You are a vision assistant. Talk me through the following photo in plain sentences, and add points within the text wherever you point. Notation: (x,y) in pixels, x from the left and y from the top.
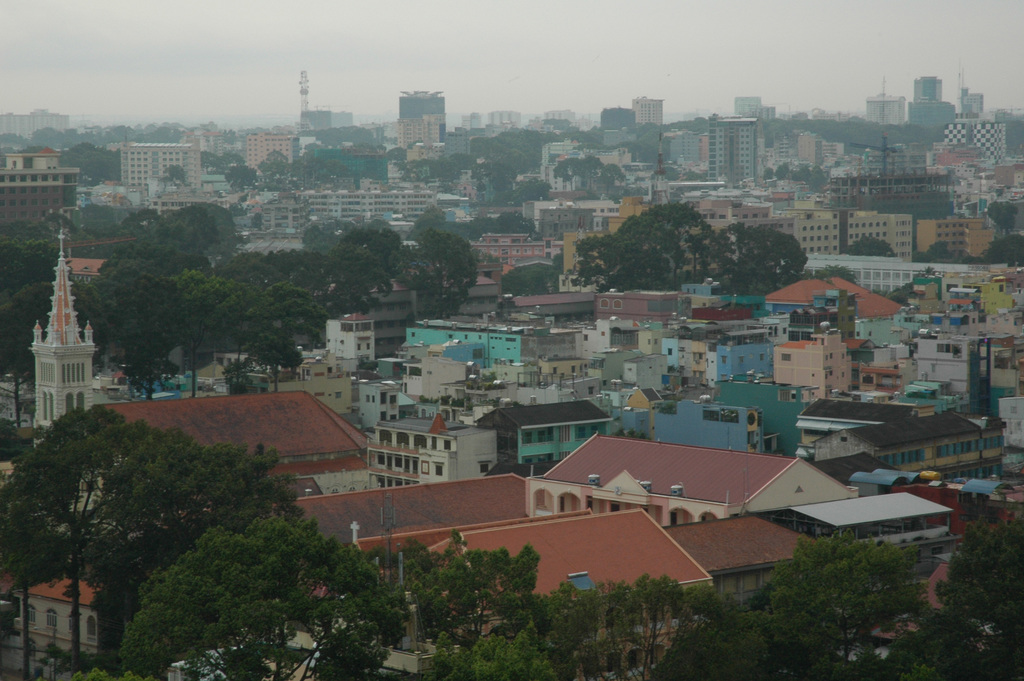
In this image we can see a group of buildings (717,287), a tower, some houses (637,482) with roof (595,521) and windows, a group of trees (890,567) and the sky (539,83) which looks cloudy.
